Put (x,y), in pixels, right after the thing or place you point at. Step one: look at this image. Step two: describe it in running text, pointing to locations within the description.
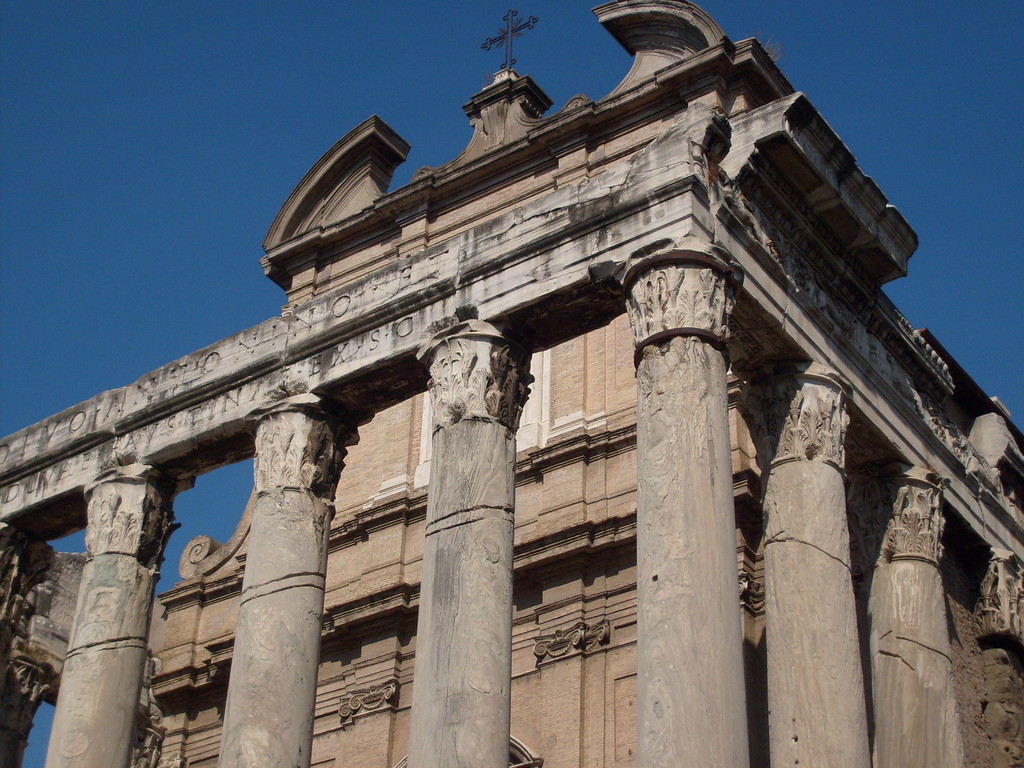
In this image I can see an ancient construction (462,298) with some poles (881,579) around a tower (596,429) or a building (586,416). I can see a cross (504,45) on the top of the building (498,72). I can see the sky (356,64) at the top of the image (400,39).
